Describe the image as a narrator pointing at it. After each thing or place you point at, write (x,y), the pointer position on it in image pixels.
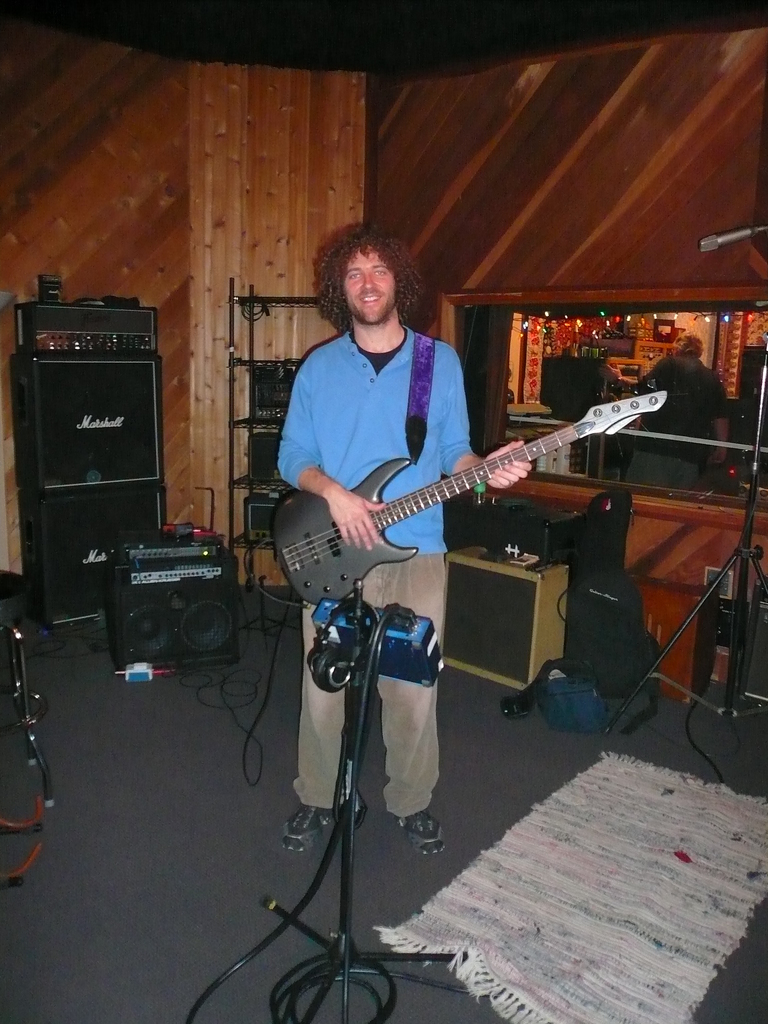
In the center of the image (369,530) there is a man (329,372) standing and holding a guitar (331,569) in his hand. There is a mic (739,235). There is a stand (347,768) placed before him. We can see a mat (526,893) placed on the floor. In the background (186,559) there are speakers (158,591), shelves (263,442) and some equipment (273,400).
